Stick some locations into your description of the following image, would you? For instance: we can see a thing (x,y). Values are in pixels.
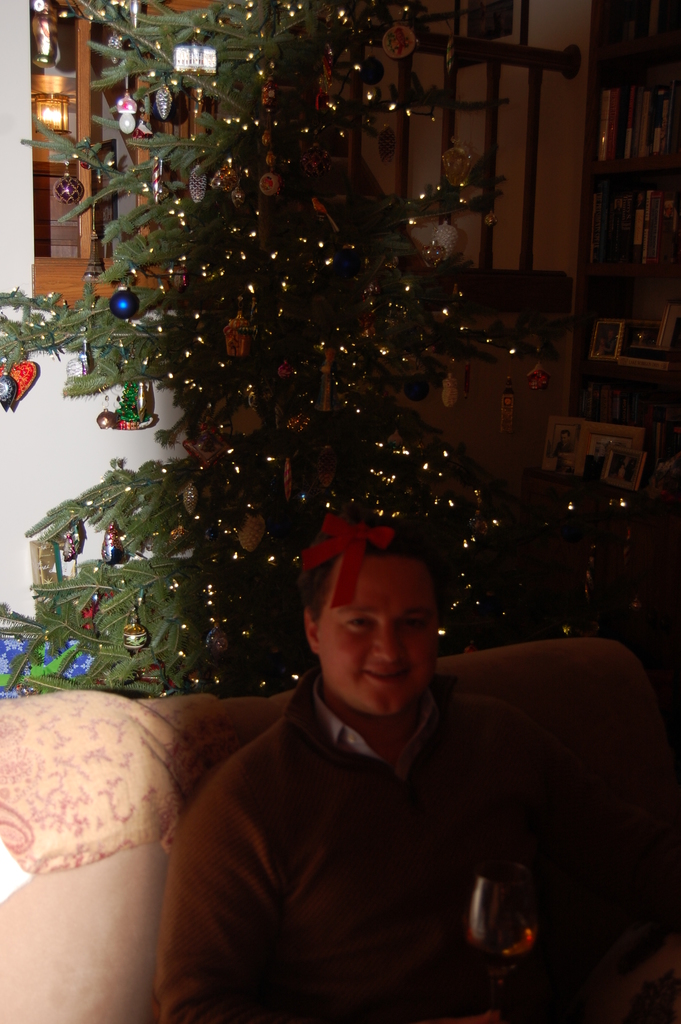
In this image, we can see a person (419,779) holding a glass (506,898) is sitting. We can see the sofa (129,929). We can see a Christmas tree (360,117). We can see some shelves (652,176) with objects (642,193). We can see some objects (503,10) in the background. We can see some wooden poles (496,61).
